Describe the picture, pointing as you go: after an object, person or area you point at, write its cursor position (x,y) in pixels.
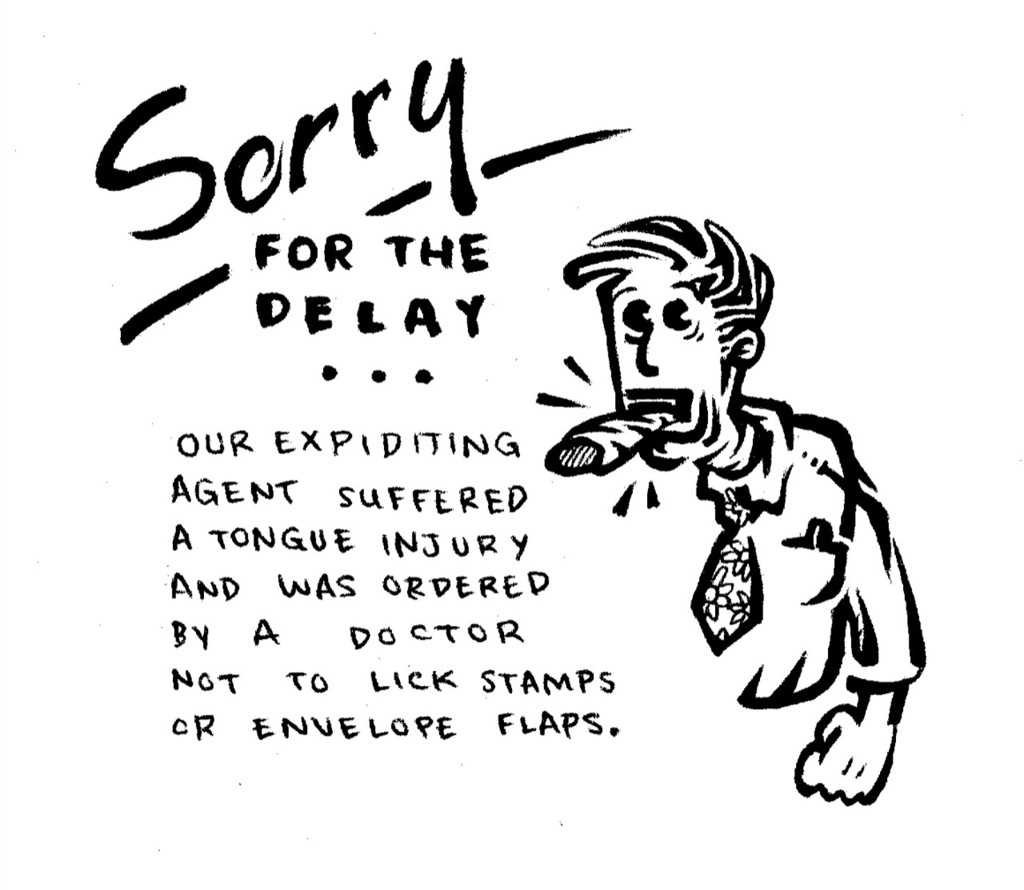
On the right side of the image (809,632) we can see a cartoon of a man (755,524). In the center (443,353) there is a text (322,436).
